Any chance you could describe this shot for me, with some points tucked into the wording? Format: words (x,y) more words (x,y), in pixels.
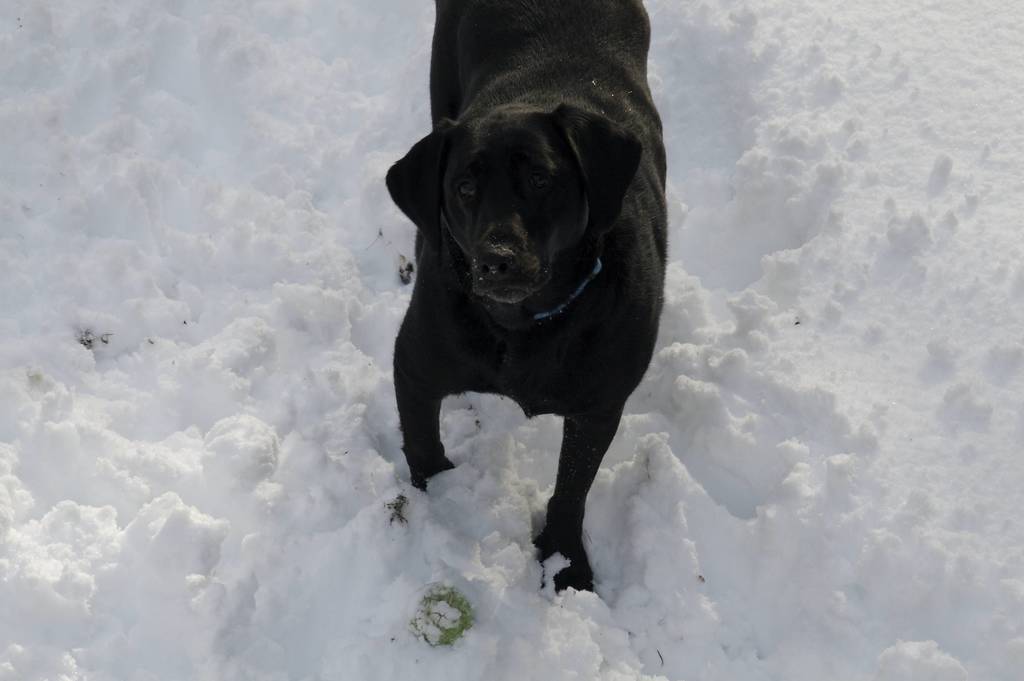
In this picture we can see a black dog (530,196) standing on the snow (265,525).
